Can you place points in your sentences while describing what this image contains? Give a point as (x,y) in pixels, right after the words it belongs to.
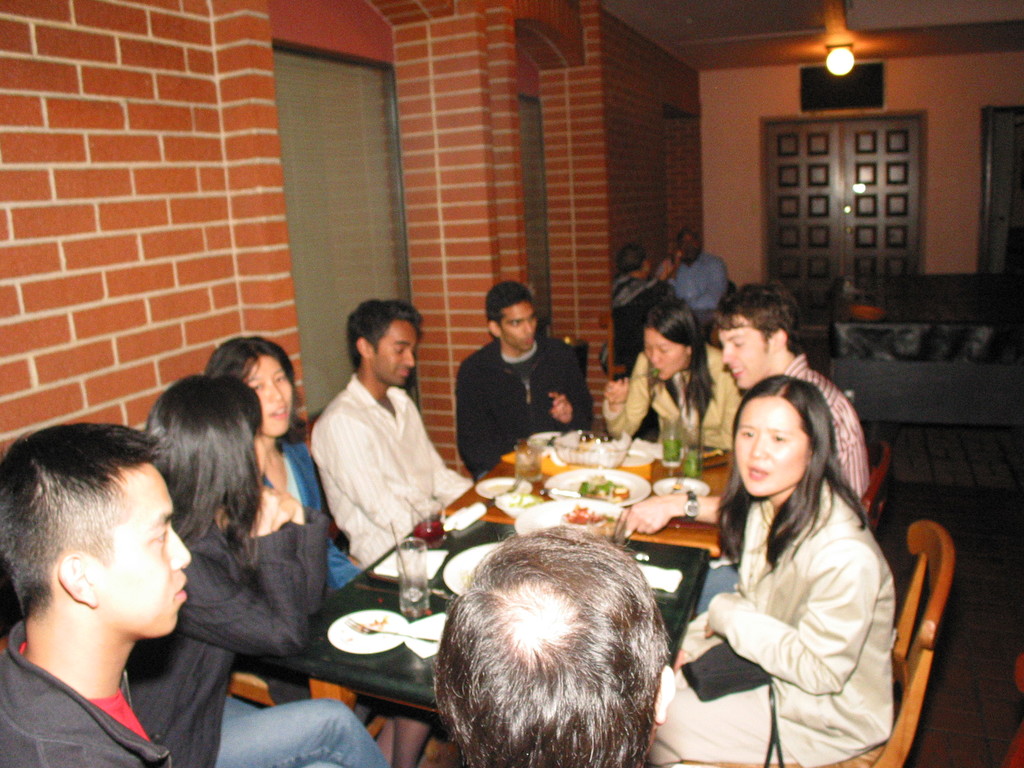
In the middle (552,465) there is a table (666,547) on that table (670,559) there are many plates (559,511), glass (408,582) and some food items (587,519), around the table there are many people (359,416). On the right (787,640) there is a woman (807,662) she is sitting on the chair (904,689) she wear beautiful dress (809,693) her hair (826,473) is long. On the left (334,456) there is a man (369,434) he wear white shirt (374,470) he is staring at table (482,523). In the background (660,231) there are some people (711,264), door (862,184), wall (660,231) and light (841,63).
